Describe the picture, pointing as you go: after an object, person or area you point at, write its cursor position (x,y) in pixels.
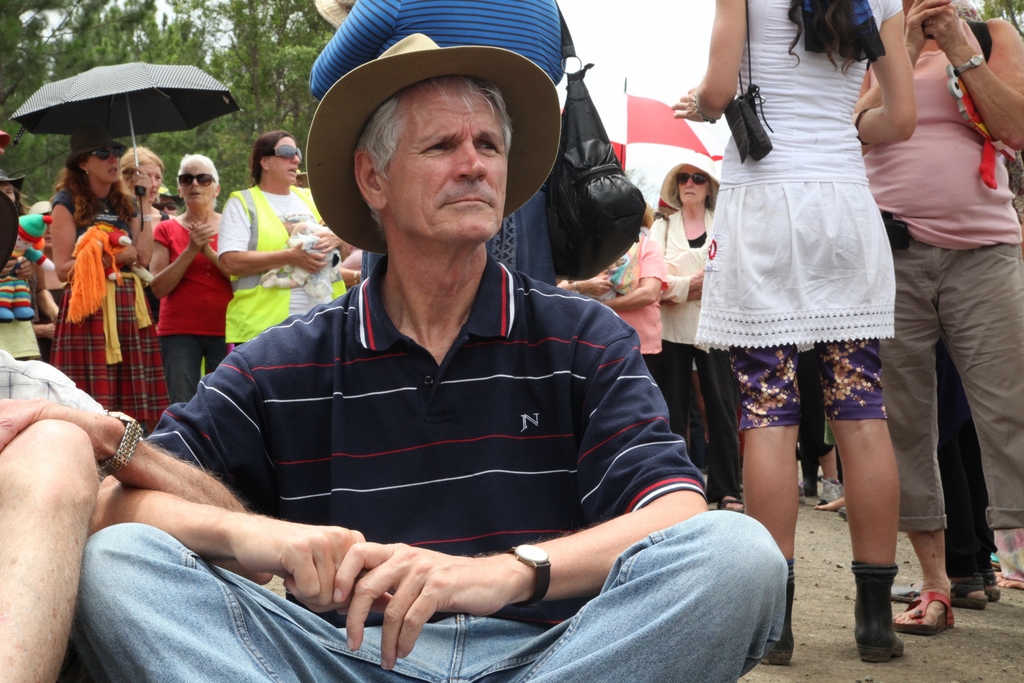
In the picture I can see group of people (493,296) among them some are standing and some are sitting. In the background (51,149) I can see trees (240,127), the sky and some are holding umbrellas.
